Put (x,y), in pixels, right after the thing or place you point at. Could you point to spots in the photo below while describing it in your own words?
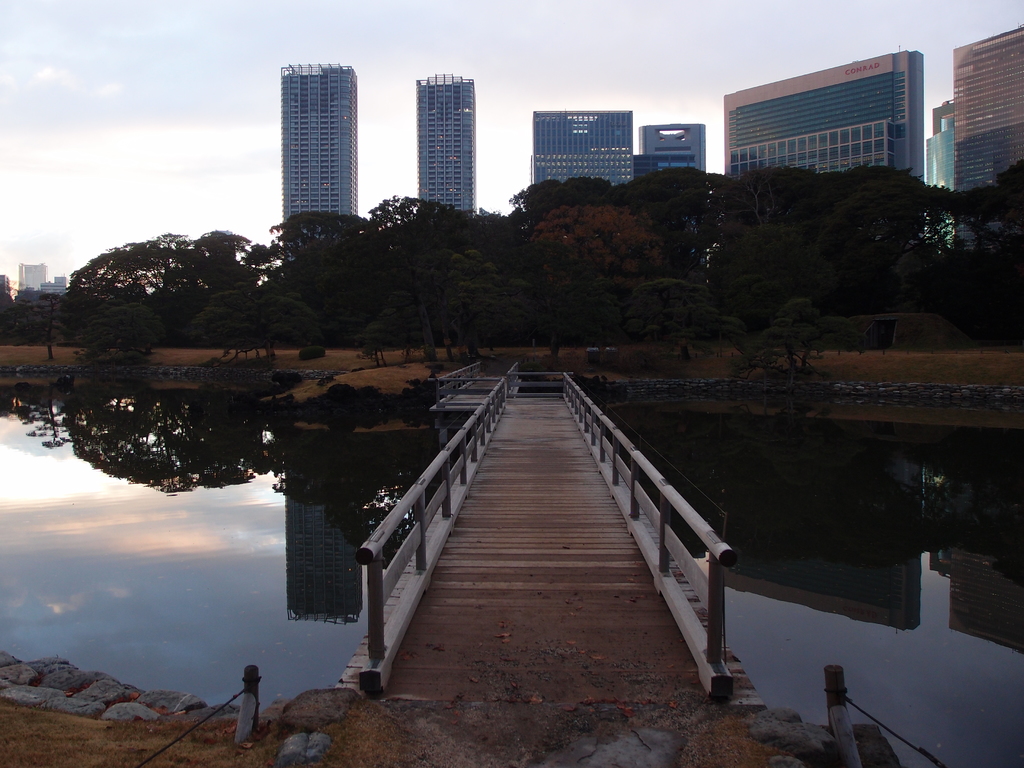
In this image we can see the wooden bridge (551,520), small poles (251,672) with ropes (187,732). We can also see the stones (597,744). In the background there are buildings (643,160) and also trees (646,276). We can also see the sky (692,47).
